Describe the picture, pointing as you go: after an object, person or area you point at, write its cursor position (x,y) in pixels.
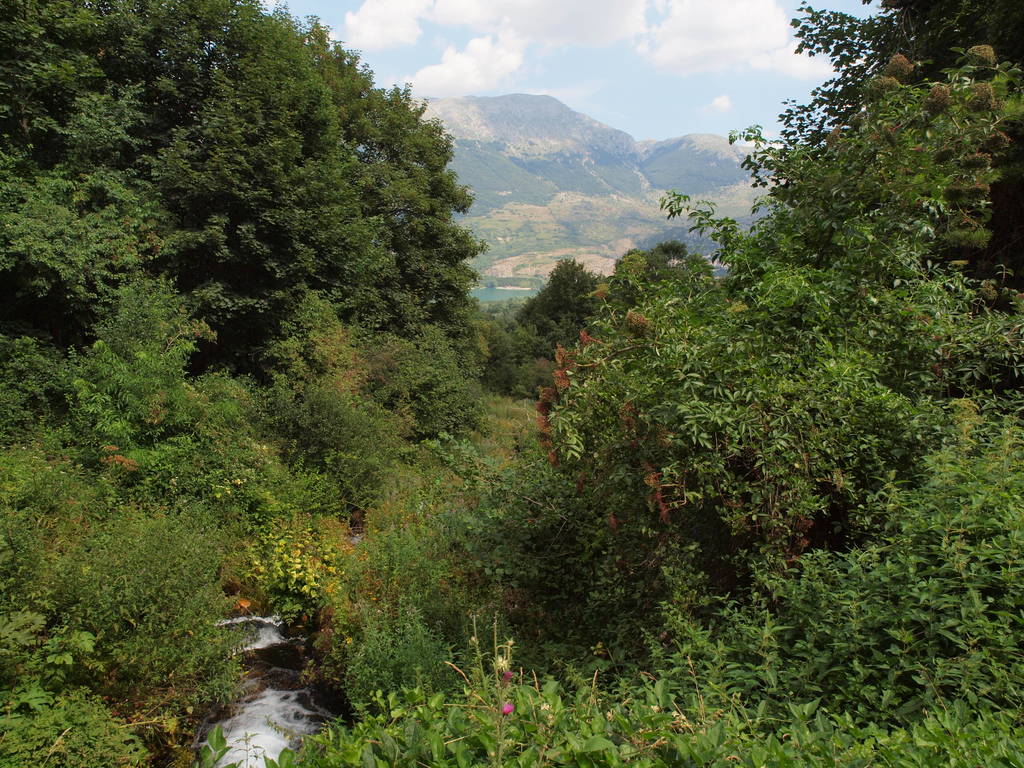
In this image we can see many trees (431,411) and plants (807,613). There is a lake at the center of the image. There is a flow of water (294,729) at the bottom of the image (277,748). There is a cloudy sky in the image. There are flowers (502,710) to a plant (507,703). There are few hills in the image.
